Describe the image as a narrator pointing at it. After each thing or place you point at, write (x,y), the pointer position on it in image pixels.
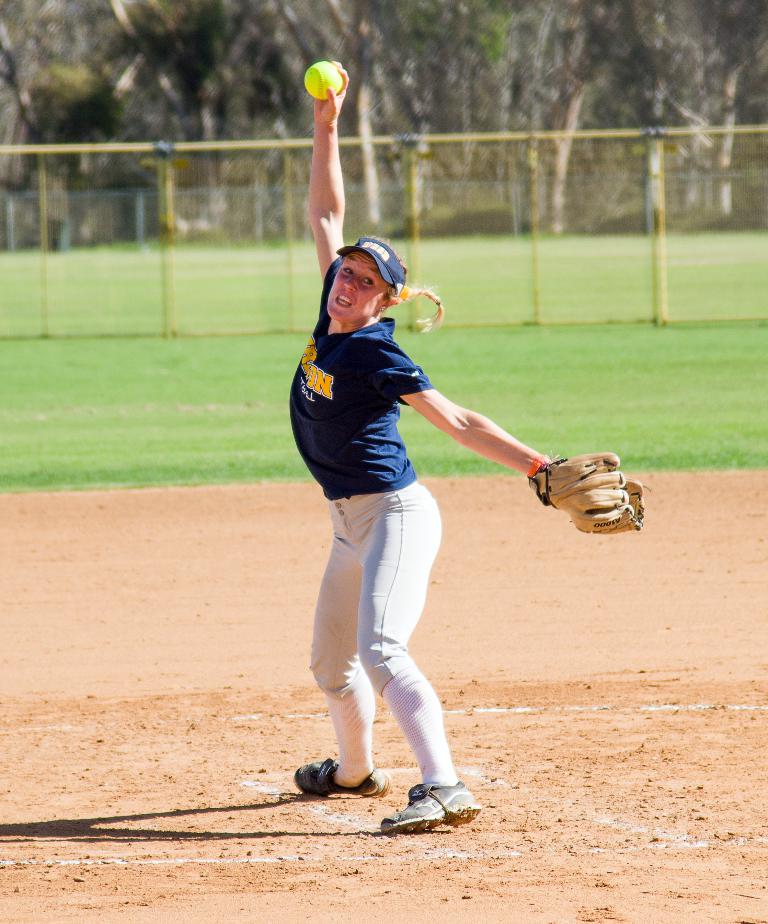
As we can see in the image there is grass (568,397), fence (507,316), a woman (325,111) wearing blue color cap (361,242), blue color t shirt (358,421), gloves (587,524), shoes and holding yellow color ball (327,88). In the background (52,93) there are trees (543,64).
